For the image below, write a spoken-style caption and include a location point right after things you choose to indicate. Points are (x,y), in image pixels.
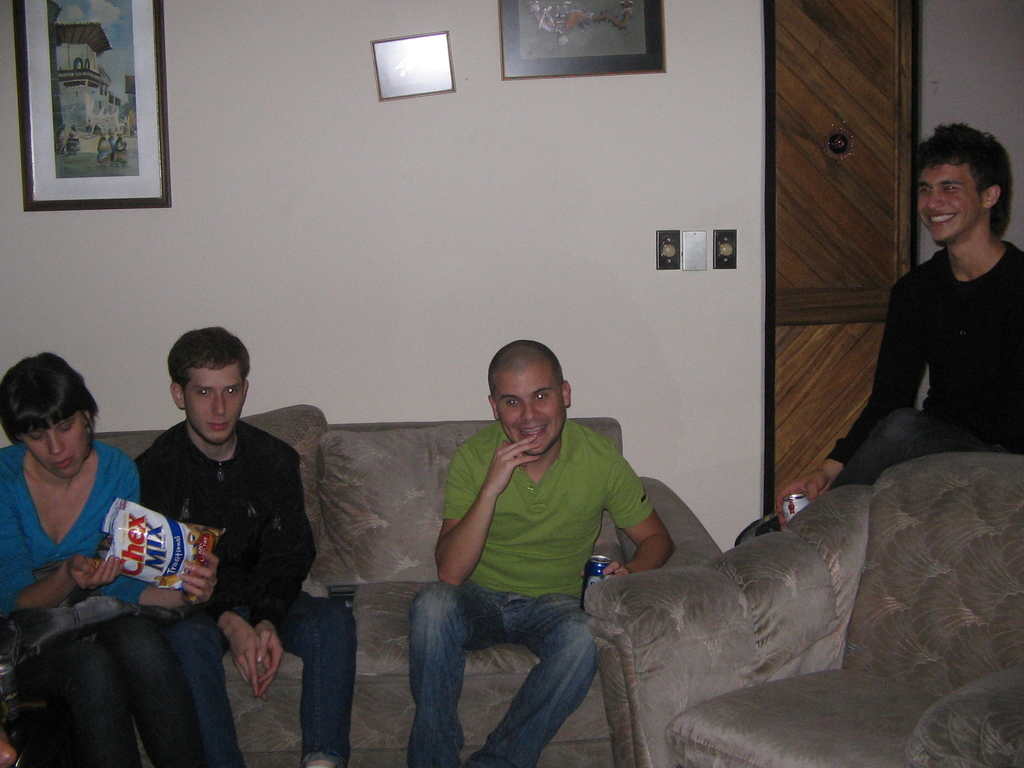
There are three person (302,540) sitting on sofa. A person (502,527) in green t shirt (541,538) is holding a can (595,578). A person (68,537) in the left (45,559) is holding a chips packet (146,553). Also in the right corner (961,349) a man (964,356) in black t shirt (988,351) is smiling. There is a chair (839,633). In the background (425,208) there is a wall (293,117) with photo frames (603,70). Also a door (816,176) is in the background (797,302).
